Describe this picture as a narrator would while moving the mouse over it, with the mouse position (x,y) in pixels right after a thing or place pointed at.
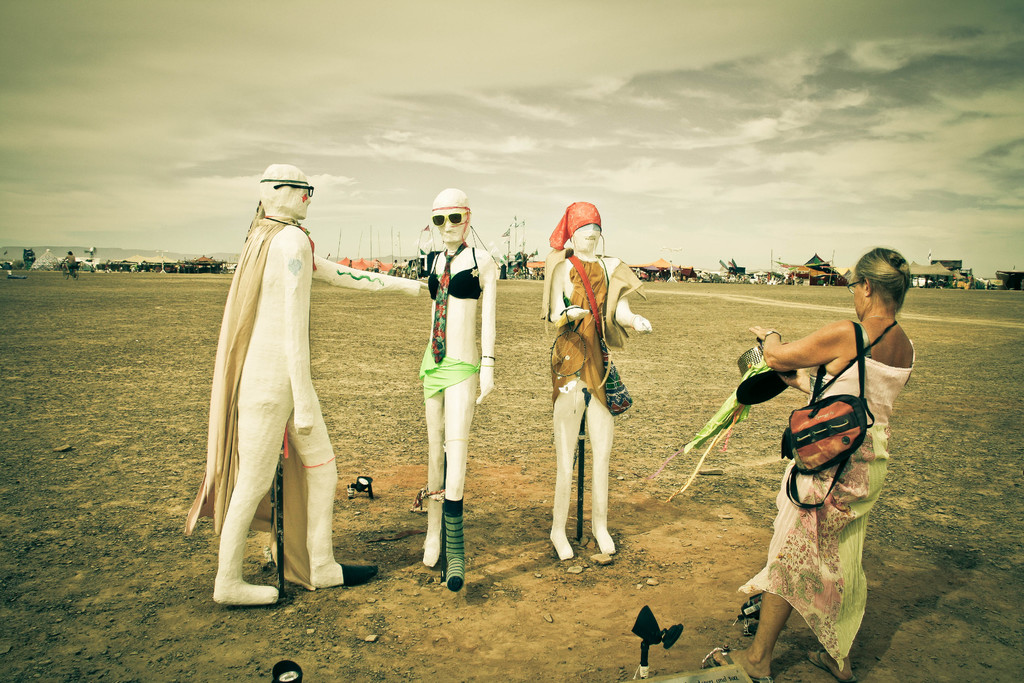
In this image we can see a person (816,549) standing and holding a hat (768,381), in front of her we can see the mannequins (459,381) and lights (293,674) on the ground (605,615). In the background (645,267), we can see the tents (387,264) and the sky (583,133).
